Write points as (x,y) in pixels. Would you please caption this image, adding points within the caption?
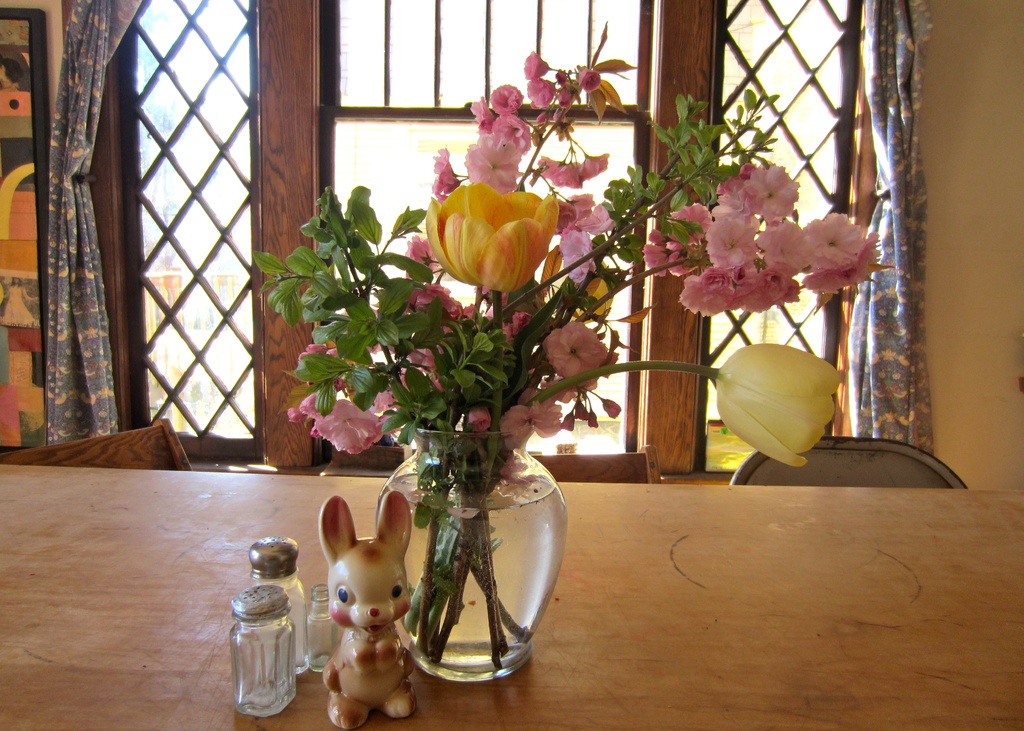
In the foreground of this picture (626,581), there is a table (722,700) and flower vase (444,554), toy (347,620), and few containers (235,619) are placed on the table (847,517). In the background (160,458), there are chairs (869,465), wall (993,68), window (841,132) and the curtain (889,115).
